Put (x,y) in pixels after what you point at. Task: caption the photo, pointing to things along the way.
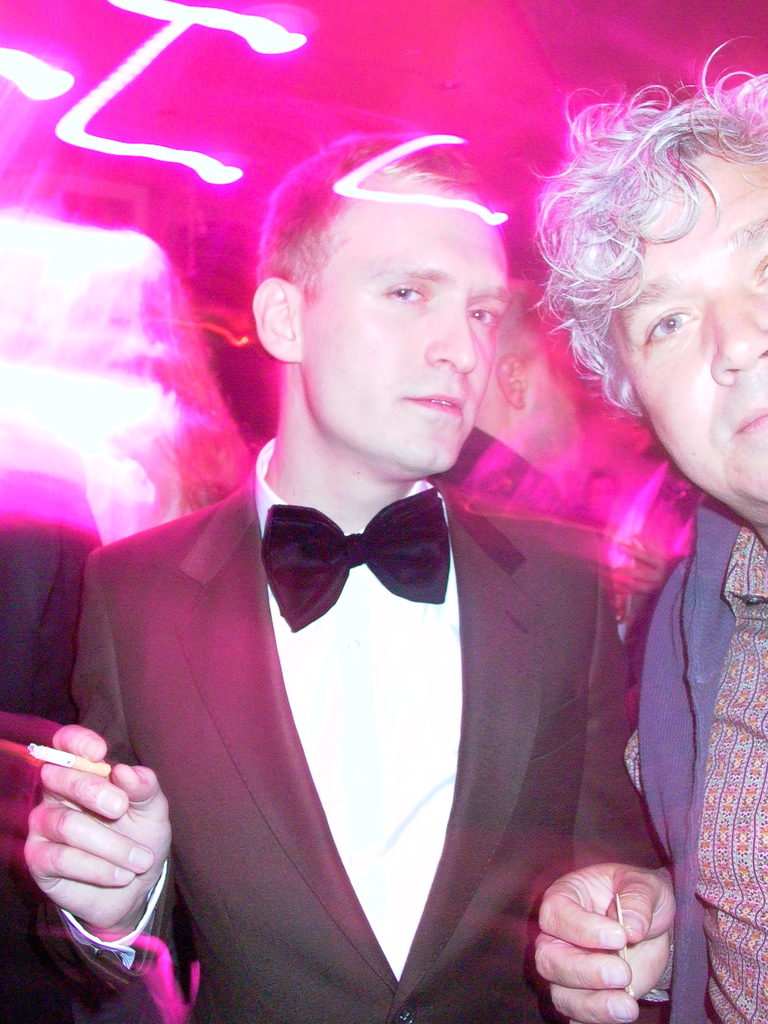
In this image there are two persons (383,436) looking at the camera, one of the person (146,793) is holding a cigarette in his hand (127,851).
